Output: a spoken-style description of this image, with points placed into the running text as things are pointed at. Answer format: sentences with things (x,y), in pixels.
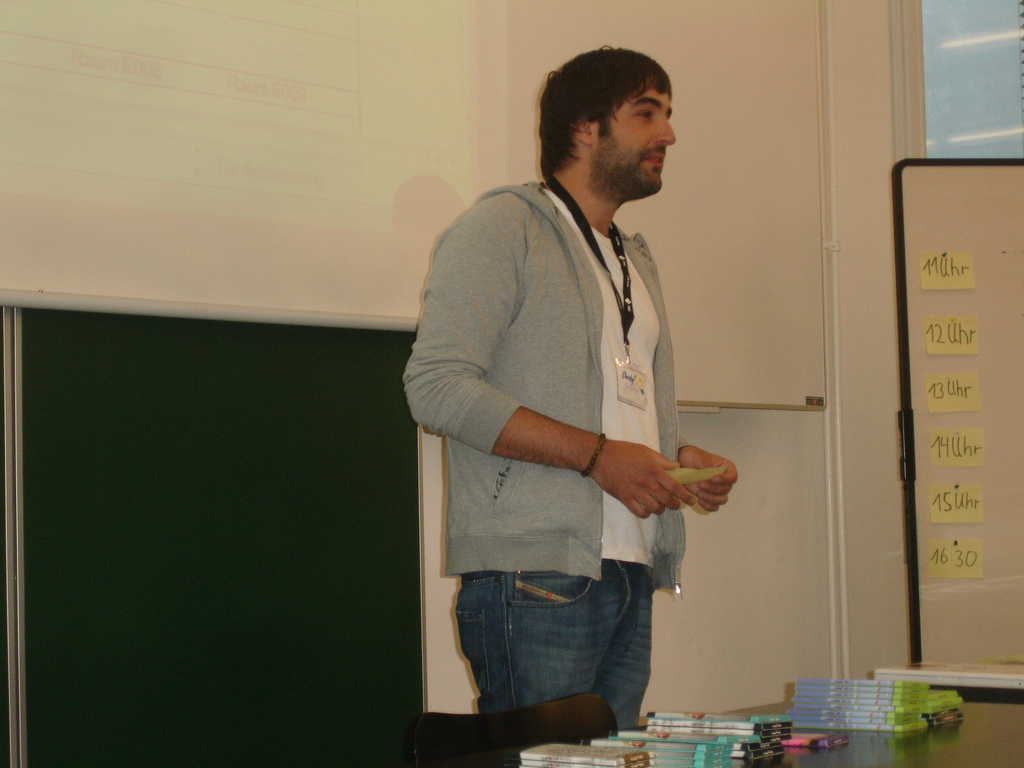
In this image we can see a man (557,438) wearing tag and he is holding something in the hand (647,469). There is a table (871,734). On the table (857,744) there are few things (844,684). Also there is a chair (467,734). In the back (329,284) there is a wall (894,329) with boards (380,416) and screen (177,260). On the board (935,308) there are papers (954,433) with text (946,326).
